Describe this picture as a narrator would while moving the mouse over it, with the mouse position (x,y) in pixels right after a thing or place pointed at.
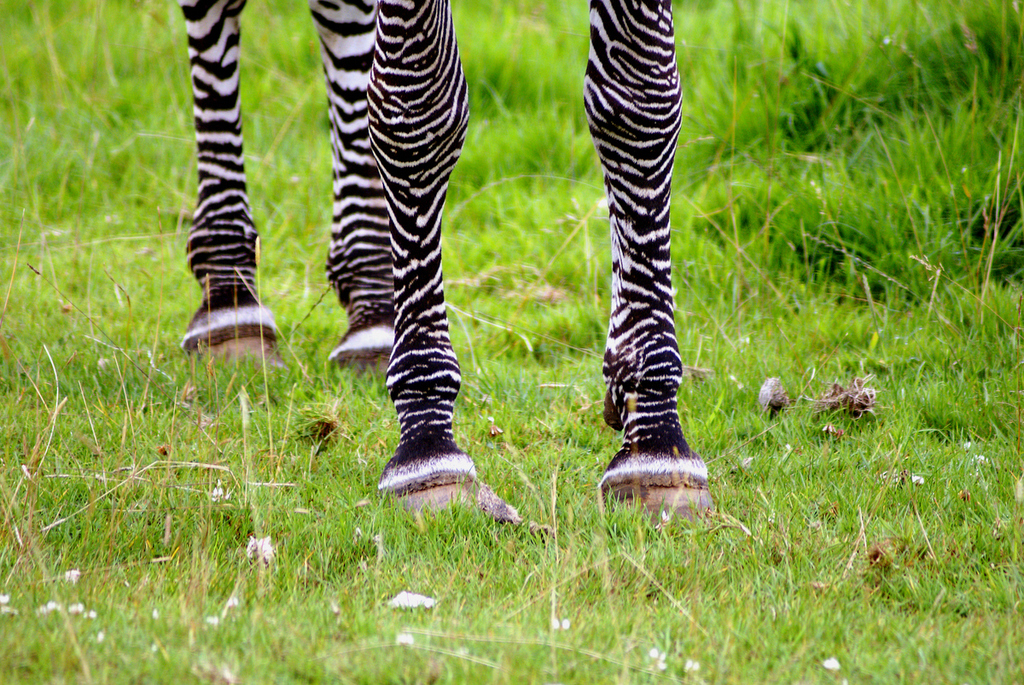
In this image we can see the legs (620,37) of a zebra (609,9). At the bottom of the image (503,469) there is grass (851,249) on the surface (844,389).
